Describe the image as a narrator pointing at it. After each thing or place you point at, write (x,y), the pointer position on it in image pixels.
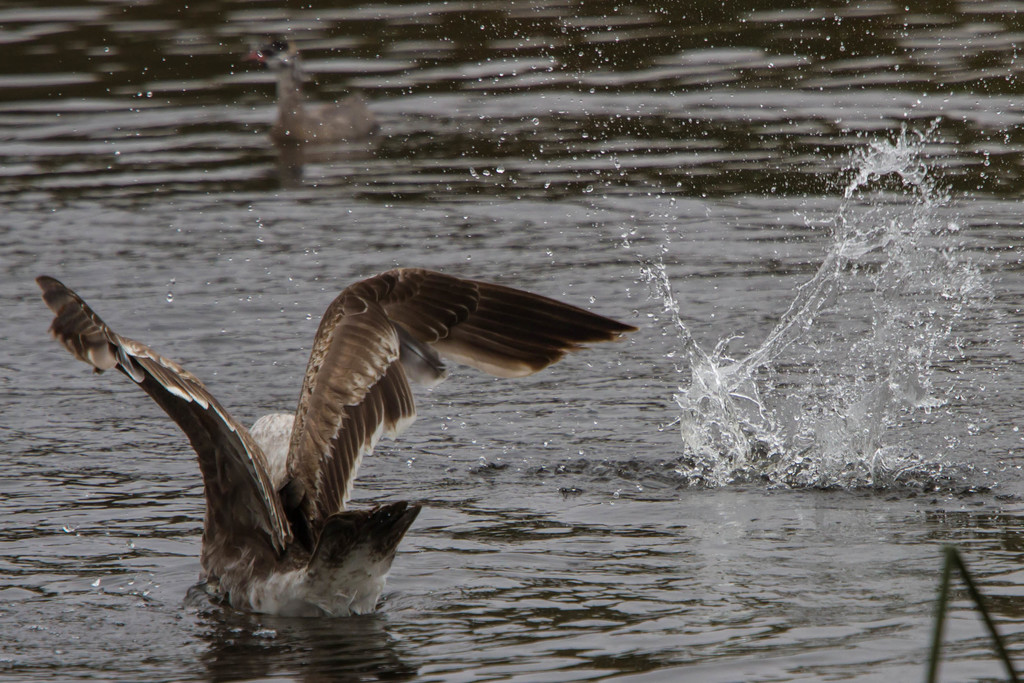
In the image in the center (537,362) we can see one bird (288,445) in the water (10,313), which is in brown and white color.
